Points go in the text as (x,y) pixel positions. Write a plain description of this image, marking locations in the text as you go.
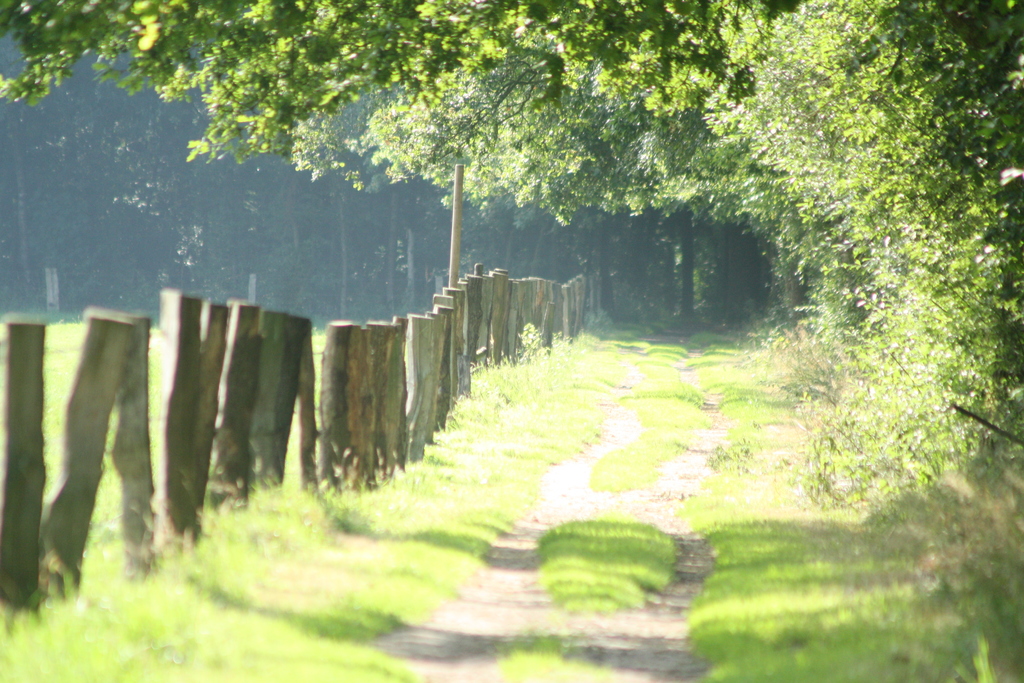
This is an outside view. Here I can see the grass (565,556) on the ground (805,555). On the left side (230,407) there are some poles (293,381). In the background (451,137) there are many trees (273,159).
